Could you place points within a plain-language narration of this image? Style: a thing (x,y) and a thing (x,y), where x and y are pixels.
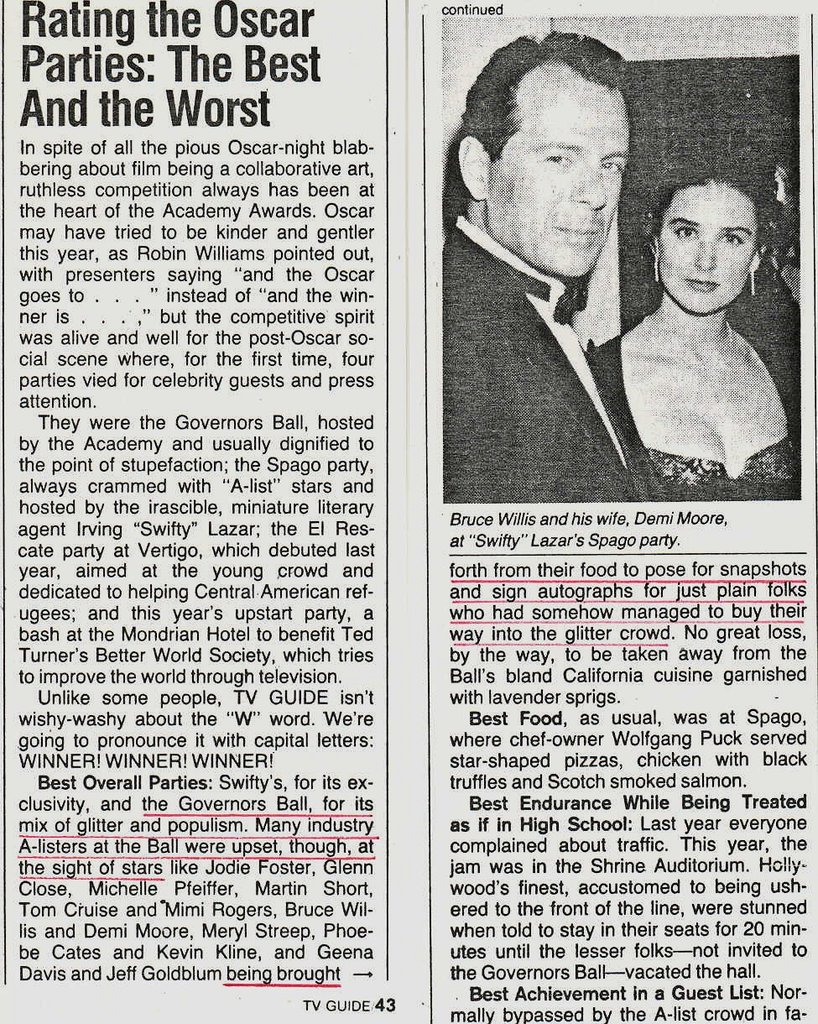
In this picture I can see a paper (239,432) with some text (276,374) and image (582,372) of the people (564,376).
